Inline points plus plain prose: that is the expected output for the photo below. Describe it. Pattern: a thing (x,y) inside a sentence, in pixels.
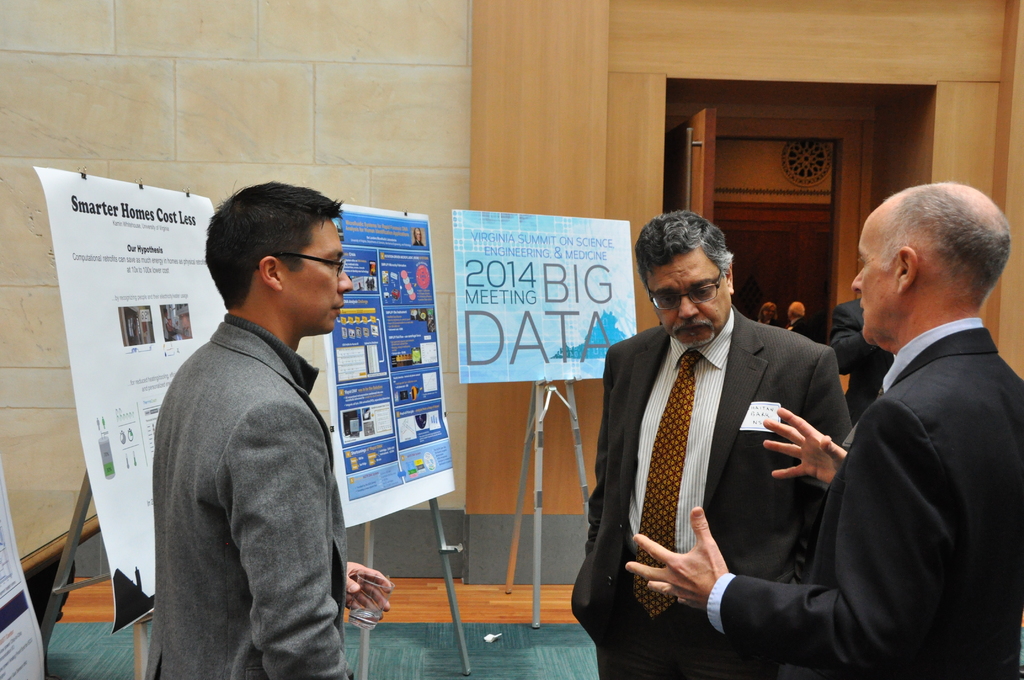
There are three people (726,428) standing and this man (779,594) talking. We can see boards (382,428) with stands (516,536) and floor (481,618). In the background (500,64) we can see wall (376,98), people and door (698,127).
